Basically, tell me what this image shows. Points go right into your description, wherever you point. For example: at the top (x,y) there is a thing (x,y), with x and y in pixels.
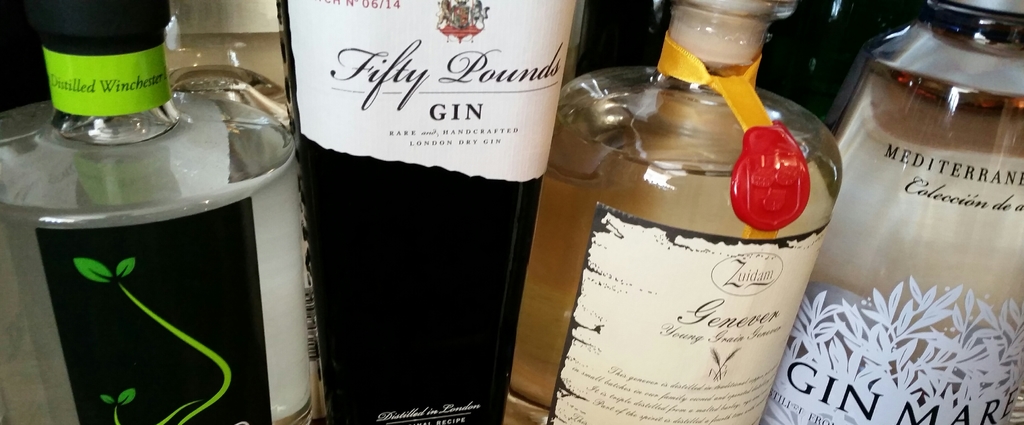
There are four alcohol bottles (316,305) in a row.
